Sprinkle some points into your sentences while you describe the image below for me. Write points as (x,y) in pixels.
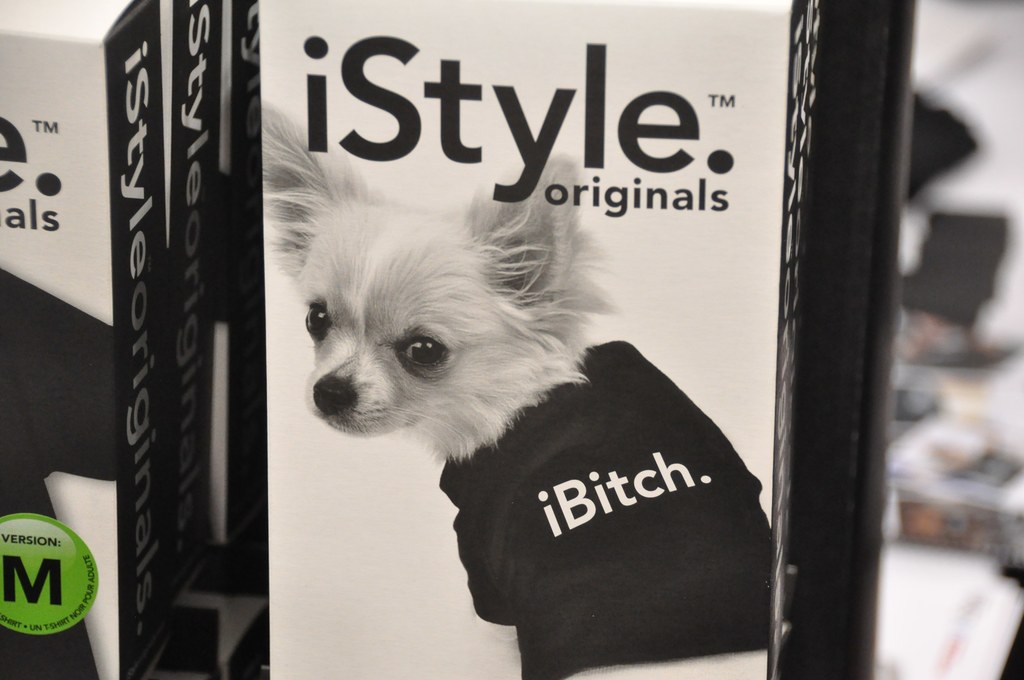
In this image I can see a dog (500,240) wearing black color dress (616,477). I can see a white and black color boxes (373,128) and something is written on it. Background (984,367) is blurred.
